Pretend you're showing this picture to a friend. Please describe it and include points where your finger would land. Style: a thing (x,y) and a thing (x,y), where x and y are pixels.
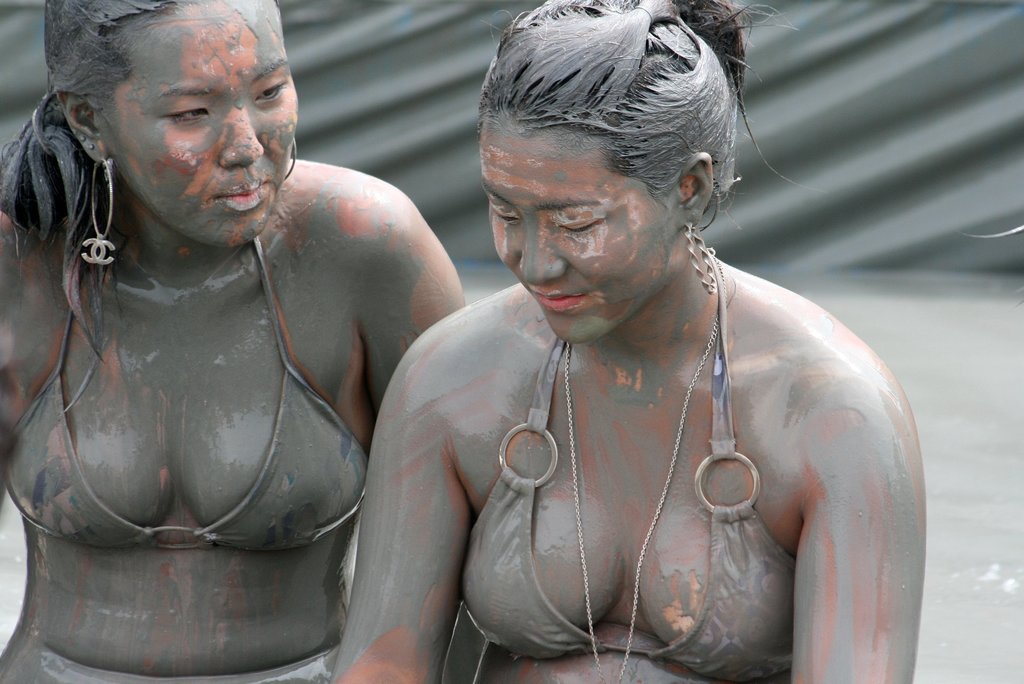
In this picture we can see two women (562,195), and also we can see mud (306,228).
